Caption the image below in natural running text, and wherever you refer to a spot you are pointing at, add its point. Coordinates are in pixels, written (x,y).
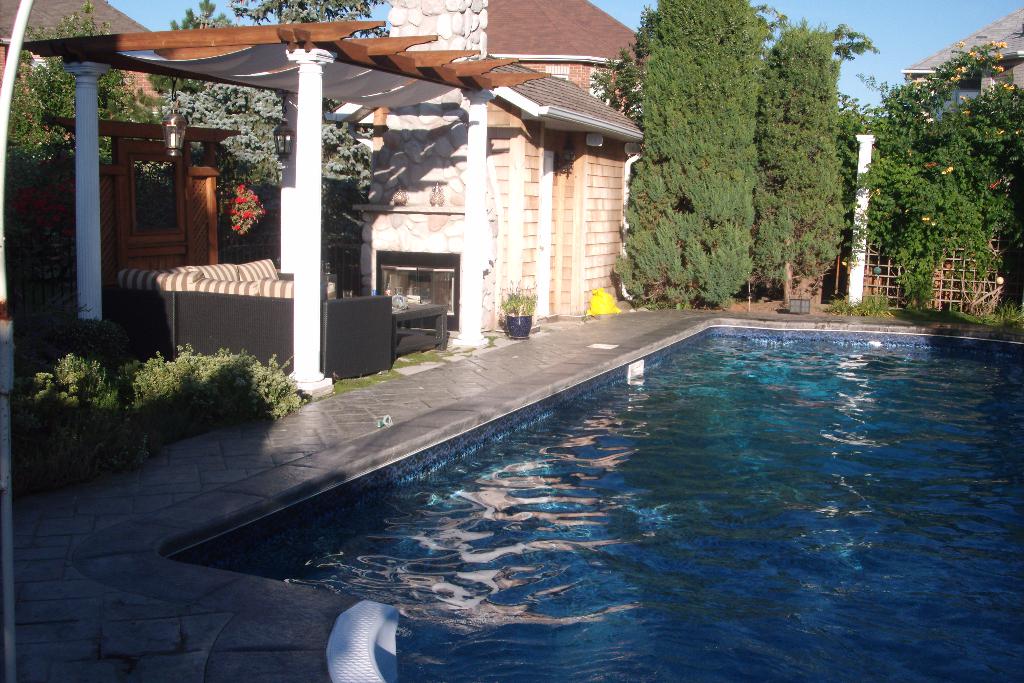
In the center of the image (538,239) we can see a building (420,203), shed (561,310), door (180,155), electric light pole (180,145), pillars (292,271), couch (387,345), pot (517,318), bushes (87,334), trees (878,156), flowers (933,160), fencing (947,281) are there. At the bottom of the image (670,523) water pool (706,523) is there. At the top of the image (813,17) sky (821,19) is there. In the middle of the image (428,373) floor (92,575) is present.
